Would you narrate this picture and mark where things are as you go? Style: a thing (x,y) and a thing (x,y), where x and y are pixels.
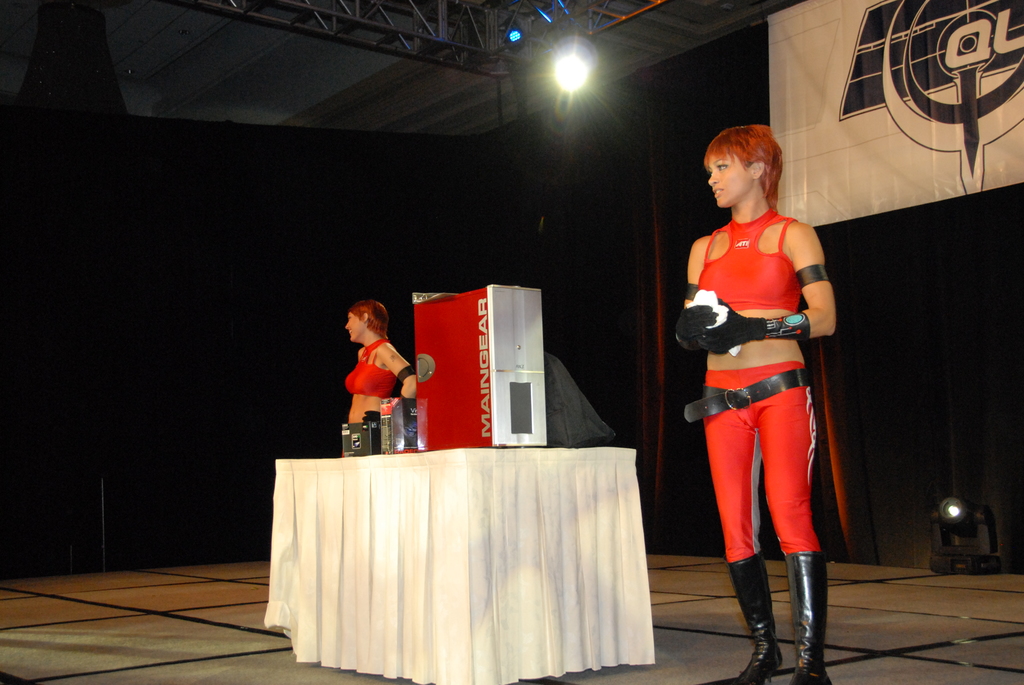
This image consists of two women (348,314) wearing red clothes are standing on the dais (693,626). In the middle (412,455), there is a table (455,494) on which many things (392,403) are kept along with a box (491,379). In the background (883,103), we can see the lights (954,510) and a banner (895,180) hanged to the roof (229,55). At the top (340,32), there is a roof (318,83) along with the stand (445,39). At the bottom (109,660), there is a dais (199,672).
